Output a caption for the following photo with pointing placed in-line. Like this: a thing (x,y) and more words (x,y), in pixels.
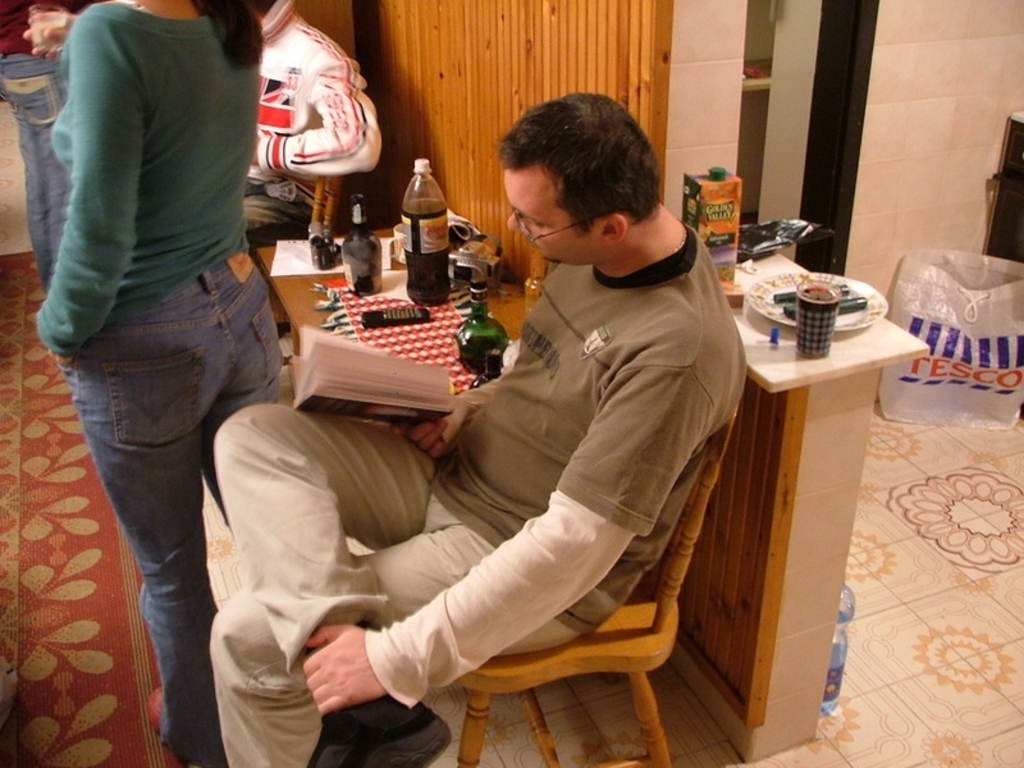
On the background (962,91) we can see wall (949,65), floor (888,659). On the floor (853,651) there is a carry bag (928,389) and a bottle (845,656). Here we can see a man (273,495) sitting on a chair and reading a book (419,409). Beside to him, on the table (511,307) we can see bottle (440,221), remote (407,315), table mat (436,338) and a paper (329,274). Here we can see juice bottle (732,238), paper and a glass (820,335). We can see persons (153,142) standing here. We can see this woman (59,30) holding tea glass (37,29) in her hand (68,20).
